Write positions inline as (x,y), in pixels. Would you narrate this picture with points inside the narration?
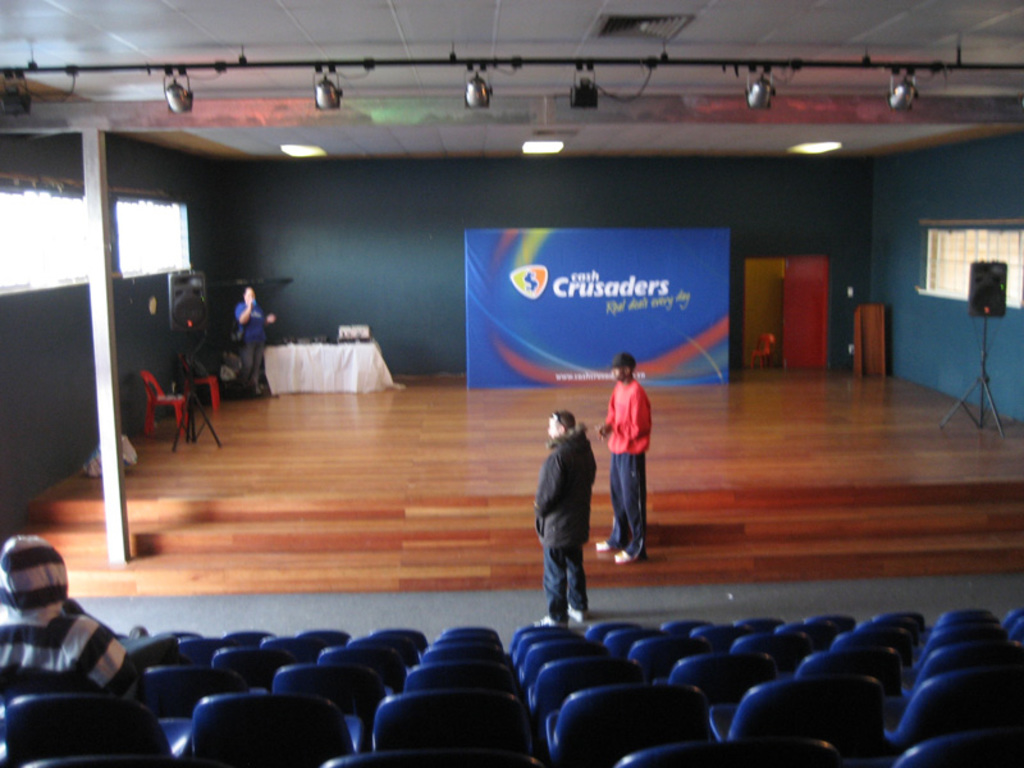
In this image in the center (631,426) there are two persons (639,495) standing, and at the bottom (516,661) there are some chairs (222,645). On the chairs (40,685) there is one person (47,602) sitting, and on the left side of the image (246,362) there is one person (254,377) standing and some chairs (207,379) and table (279,351) and some objects (309,343) and pillar (116,420). On the right side (985,296) there is one speaker (980,307), and in the center (524,293) there is a board (524,293) and some doors (809,308). At the top (407,62) there is ceiling (997,86) and some lights (24,98), wire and pole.
